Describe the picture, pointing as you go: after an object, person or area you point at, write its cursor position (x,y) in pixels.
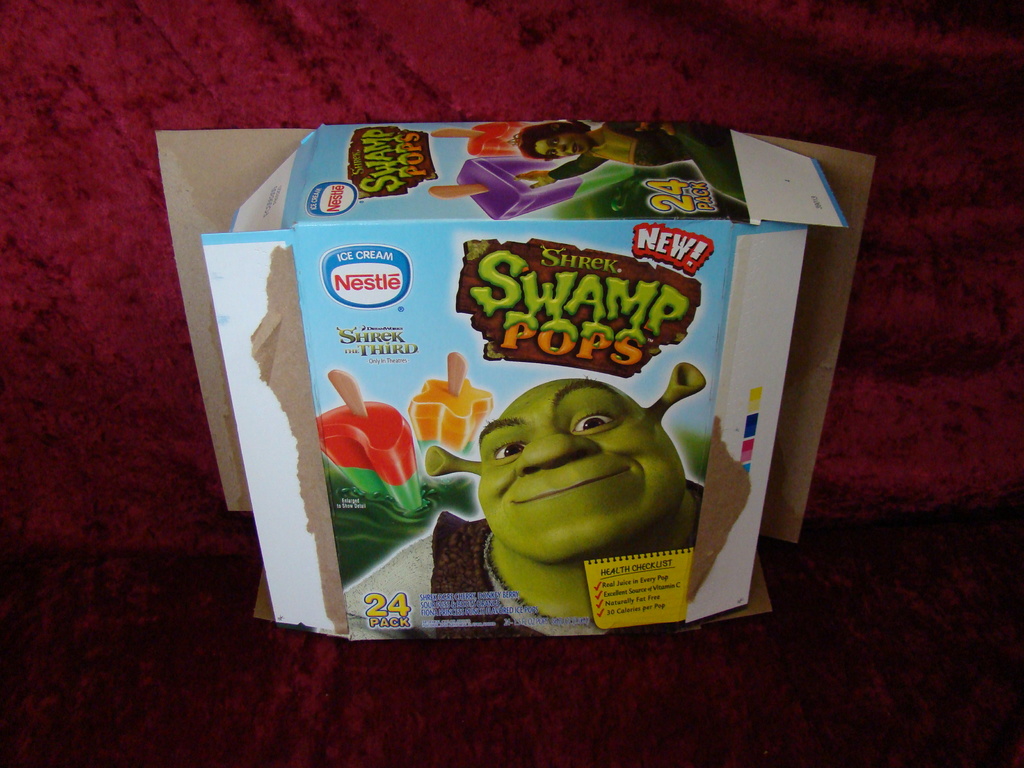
In the picture we can see a red color surface (902,763) on it, we can see some box (562,297) which opens on two sides and written on it as swamp pop.
